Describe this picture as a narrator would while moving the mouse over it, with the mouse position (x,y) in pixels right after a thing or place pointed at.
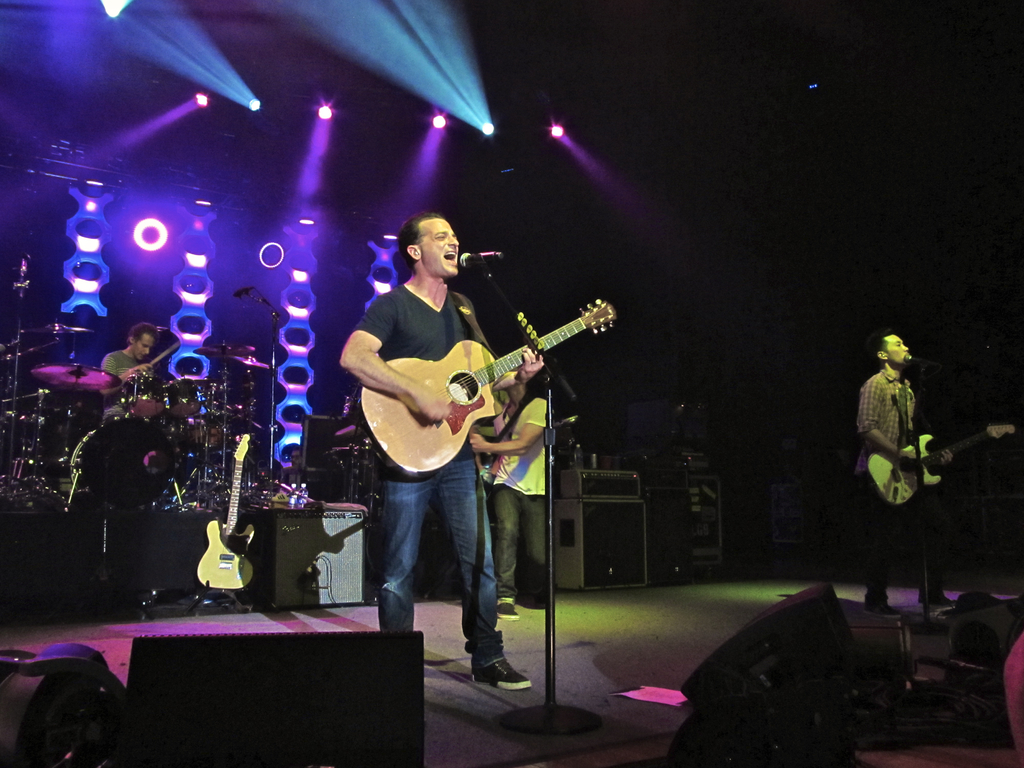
This person (410,236) is standing and playing a guitar (457,398) in-front of mic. This person (879,518) is also playing a guitar (913,467) in-front of mic (924,367). Far this person (150,343) is playing these musical instruments (87,458). These are electronic devices (619,494). On top (230,91) there are focusing lights (561,131).
